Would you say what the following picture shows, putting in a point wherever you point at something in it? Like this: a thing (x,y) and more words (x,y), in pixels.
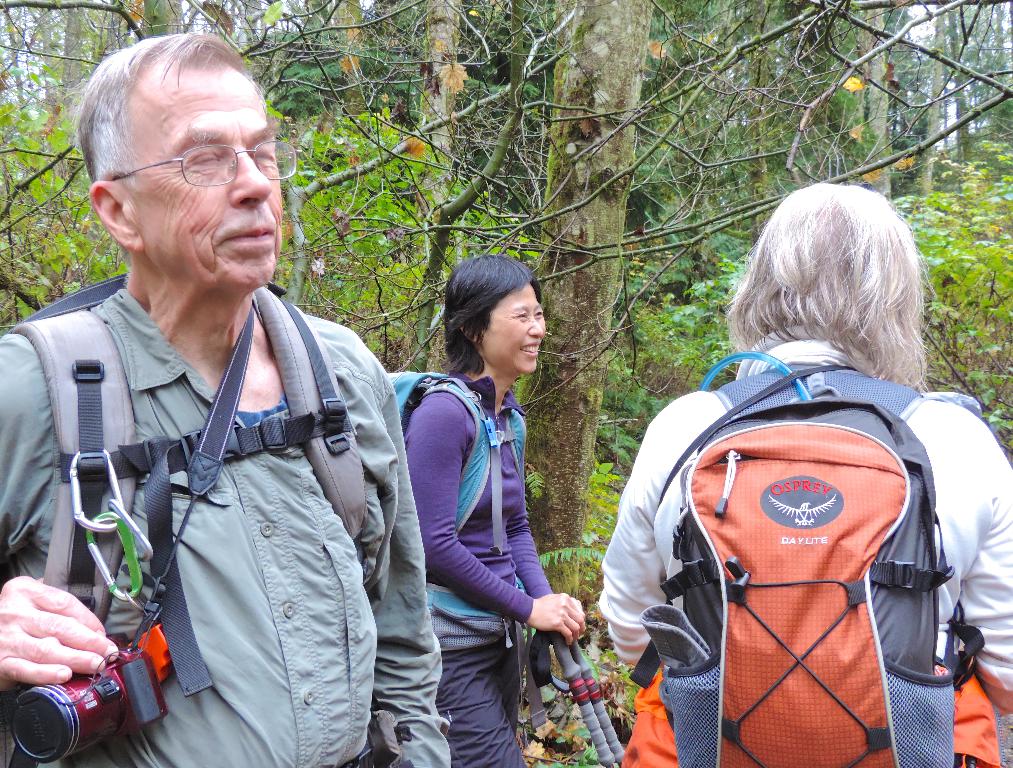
In this picture we can see three persons (360,389) carrying their bags (767,593) where this person (350,554) is holding camera (32,720) with his hand (50,646) and here this woman (514,409) is smiling and in background (635,182) we can see trees (581,188).
